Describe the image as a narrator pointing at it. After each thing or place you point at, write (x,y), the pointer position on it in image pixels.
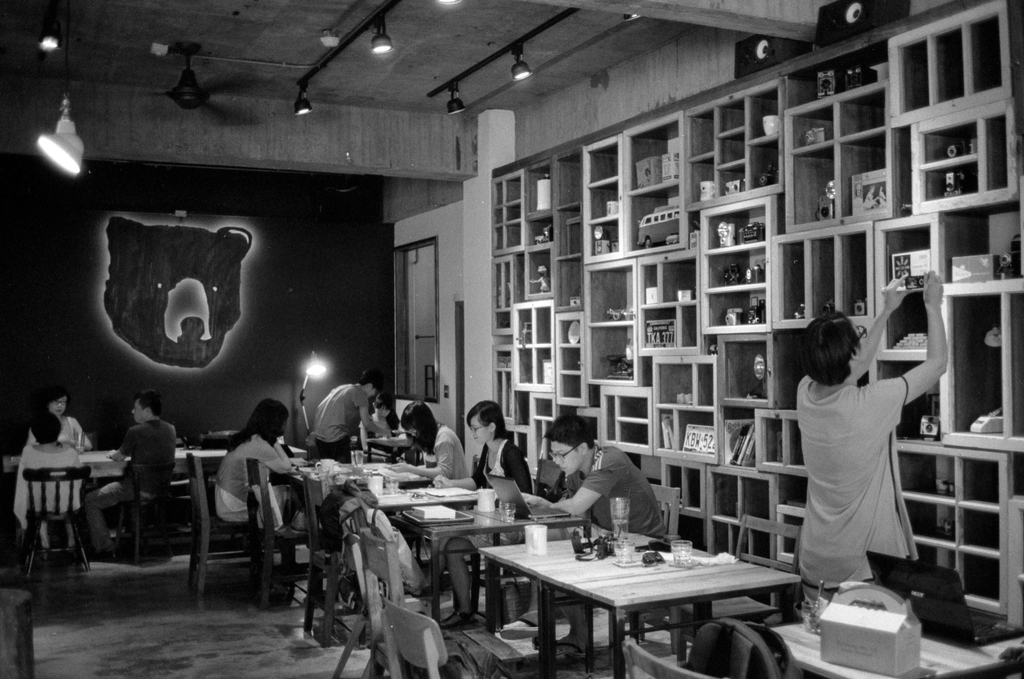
A black and white picture. This rack (600,349) is filled with toys (677,230), pictures (863,208) and things (661,176). Persons (603,522) are sitting on a chairs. Far there is a lantern lamp (308,370). We can able to see tables (602,578), on this table (548,528) there is a laptop (531,512), cup (530,535), books (429,518) and glasses (622,518). This man (858,478) is standing. On top (59,140) there are lights (58,156).
